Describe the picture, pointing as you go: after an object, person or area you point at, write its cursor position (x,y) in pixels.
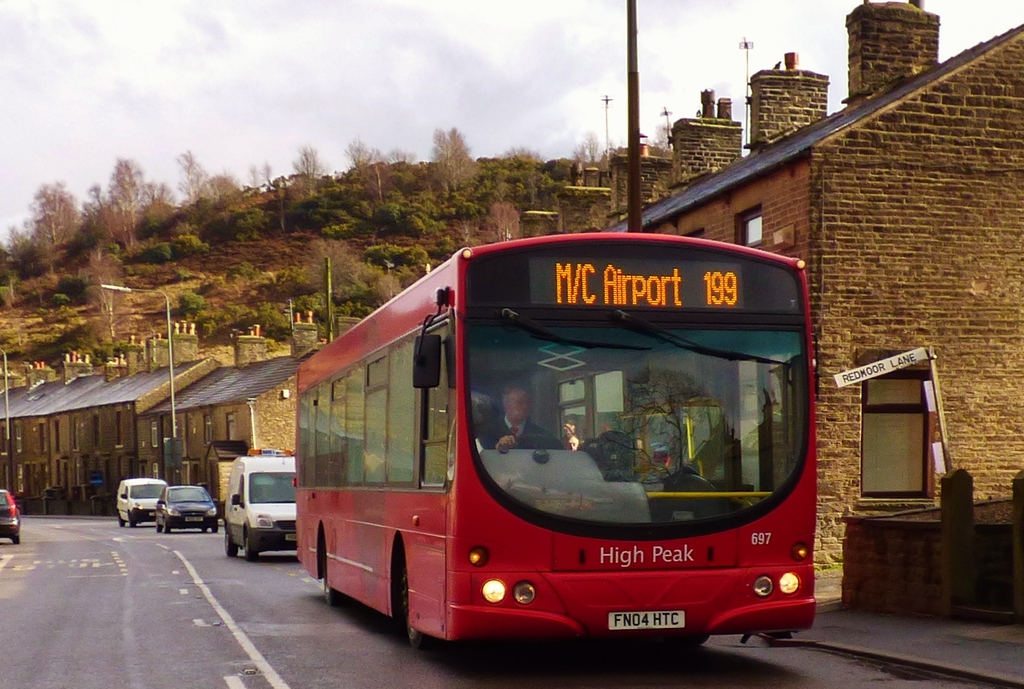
In this image there are vehicles (145,485) on a road (439,650), in the background (829,250) there are houses (292,385), light poles (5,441), trees (454,192), mountain (44,304) and the sky (344,114).
